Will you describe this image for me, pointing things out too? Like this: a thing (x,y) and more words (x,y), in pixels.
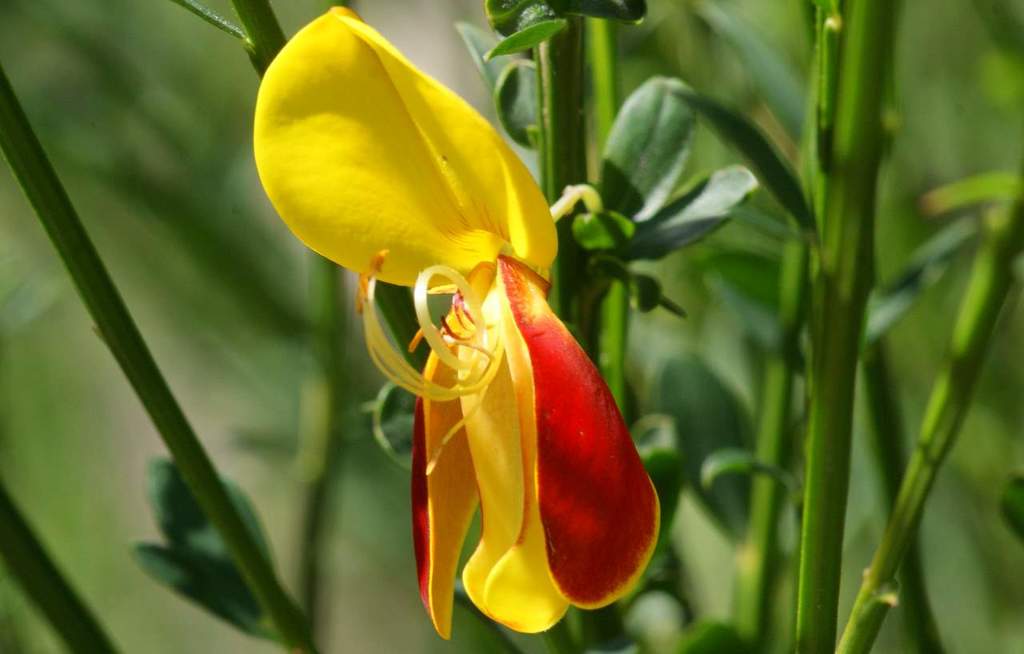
In the image i can see a flower (494,209) which is yellow and red in color and the background (111,196) is blurry.
